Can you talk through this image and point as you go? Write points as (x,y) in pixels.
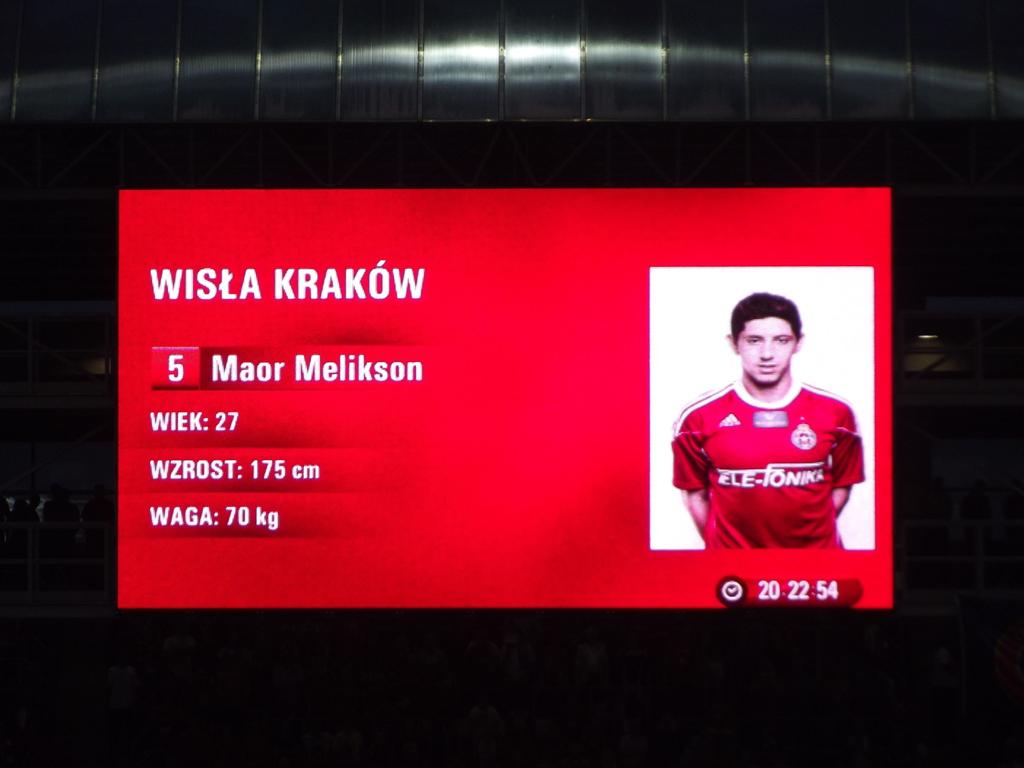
Here in this picture we can see details of a player (742,502) with picture (683,419) and text (337,279) displayed on a television screen (124,575).
